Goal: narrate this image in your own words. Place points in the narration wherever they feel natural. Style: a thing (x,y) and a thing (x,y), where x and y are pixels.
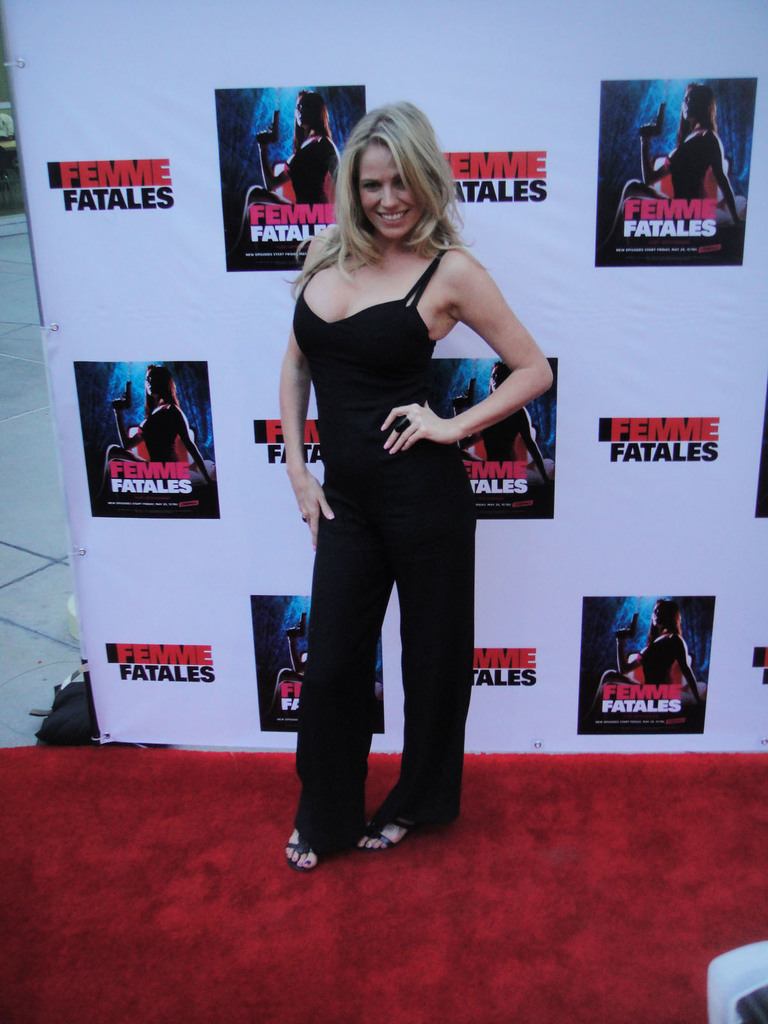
In this picture, we see a woman (308,390) in the black dress (422,607) is standing. She is smiling and she is posing for the photo. At the bottom (472,999), we see a carpet (699,848) in red color. Behind her, we see a board (244,594) or a banner (244,594) in white color with some text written on it. On the left side (11,721), we see the floor (51,553) and a black bag (67,705). In the right bottom (761,1022), we see an object (748,1022) in white color.
